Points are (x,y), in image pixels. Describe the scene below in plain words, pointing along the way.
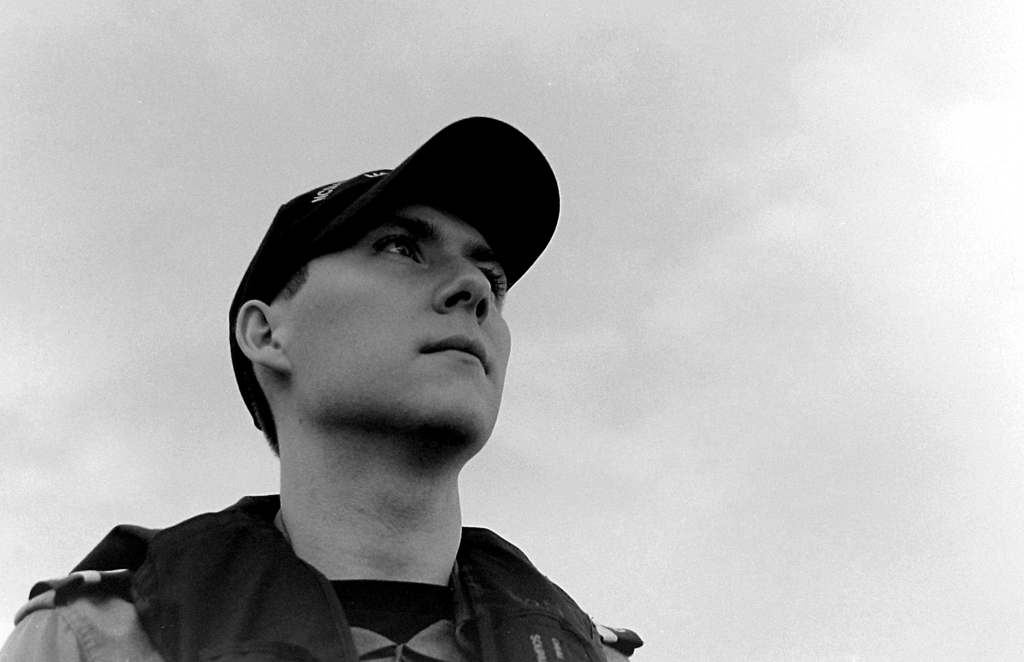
In this picture I can see a man (251,527) in front (223,531) who is wearing a cap (368,214) on his head (428,287) and in the background (197,104) I see the sky (692,384) and I see that this is a white and black image.
